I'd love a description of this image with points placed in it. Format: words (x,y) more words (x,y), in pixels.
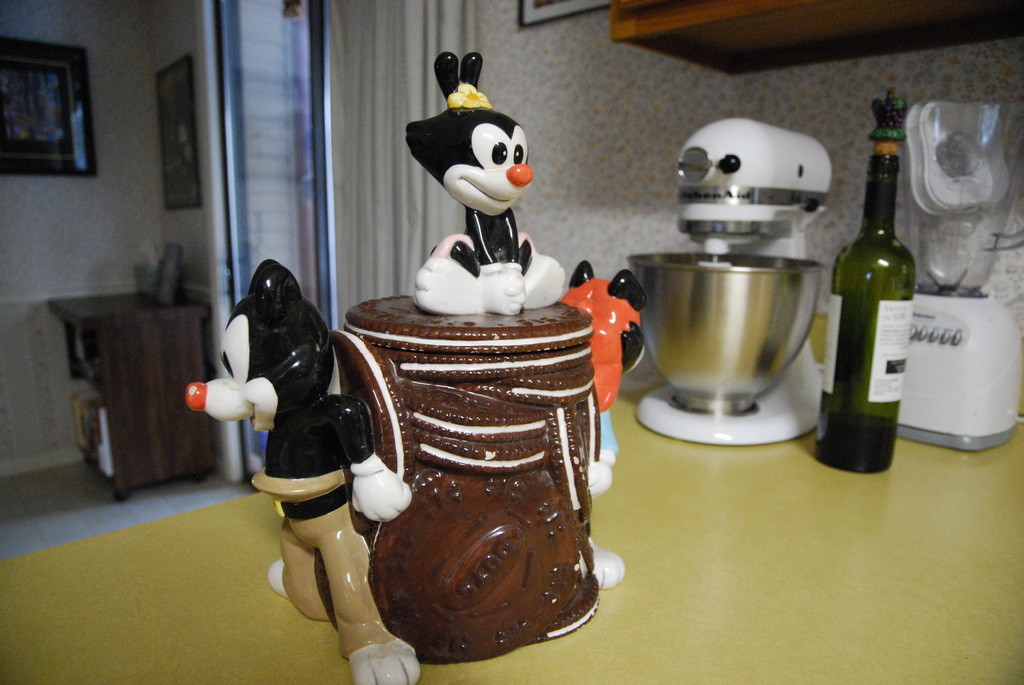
On the table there is a cookie jar (453,481) and two mixers (969,232) and a bottle (883,281). At the back side (58,99) there is a frame (62,167).
